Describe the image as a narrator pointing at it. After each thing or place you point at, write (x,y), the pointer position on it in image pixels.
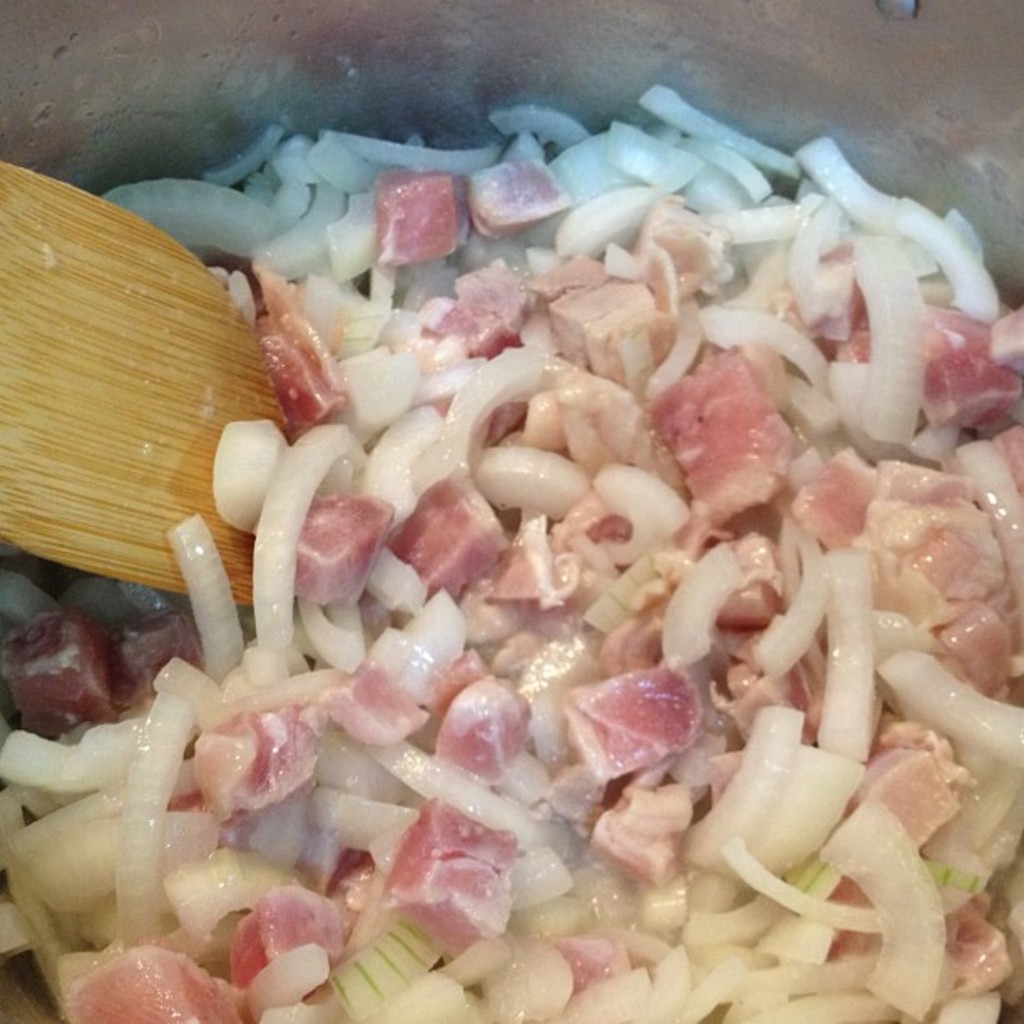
In this image there is a chopped onion (543,680), meat (428,557) and a spoon (98,320).
